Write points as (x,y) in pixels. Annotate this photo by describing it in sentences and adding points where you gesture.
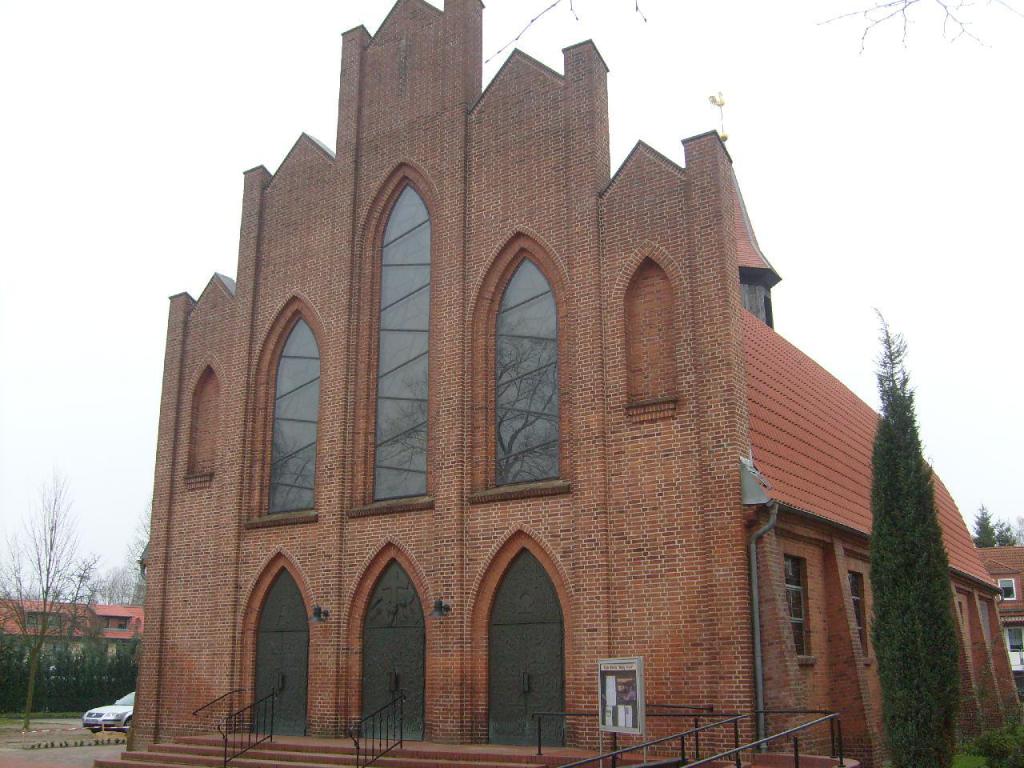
This picture is taken outside the building (428,555). At the right side (903,580) there is a tree (933,616). In the center (561,376) there is a building (482,406) with the glass windows (386,430) on it. There are metal fencing (734,750) and some sign board (605,702). At the left side (114,714) a car (105,714) is running on the road (42,722). There are some trees (75,652) at the left side (69,636) and red colour roof top building (99,624). In the background (882,204) there is a sky (918,203) and red colour roof top building (1012,577) with some trees (1003,541) visible in the background (992,537).
